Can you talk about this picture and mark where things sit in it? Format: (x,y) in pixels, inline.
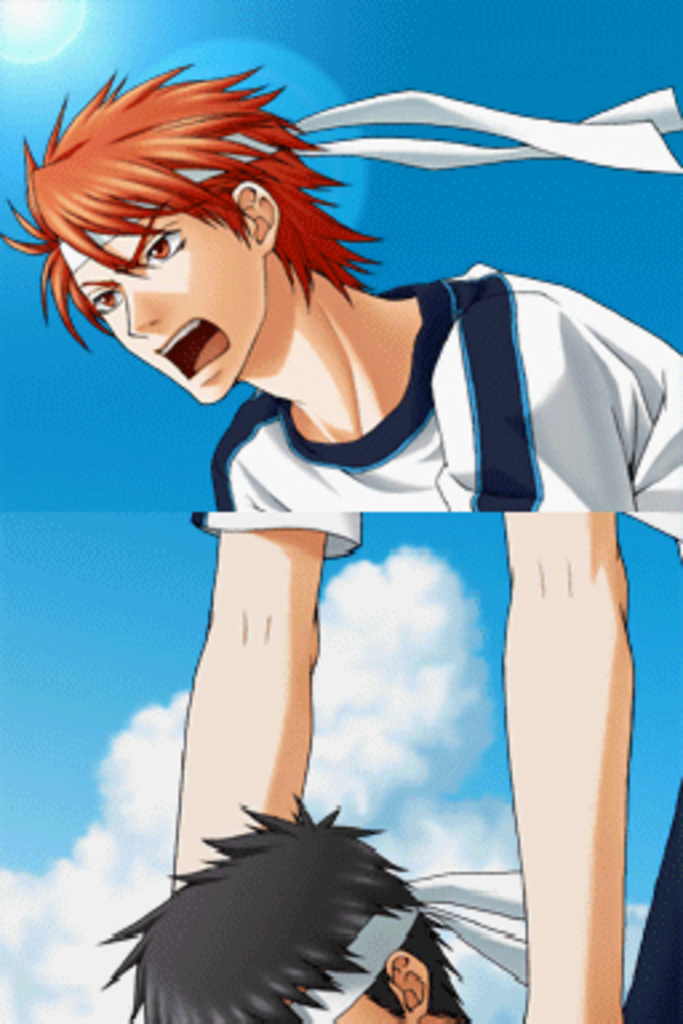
This is a collage of two images where we can see a cartoon picture (259,543) of a person (155,336) and the sky (455,659) is in the background (366,561).
